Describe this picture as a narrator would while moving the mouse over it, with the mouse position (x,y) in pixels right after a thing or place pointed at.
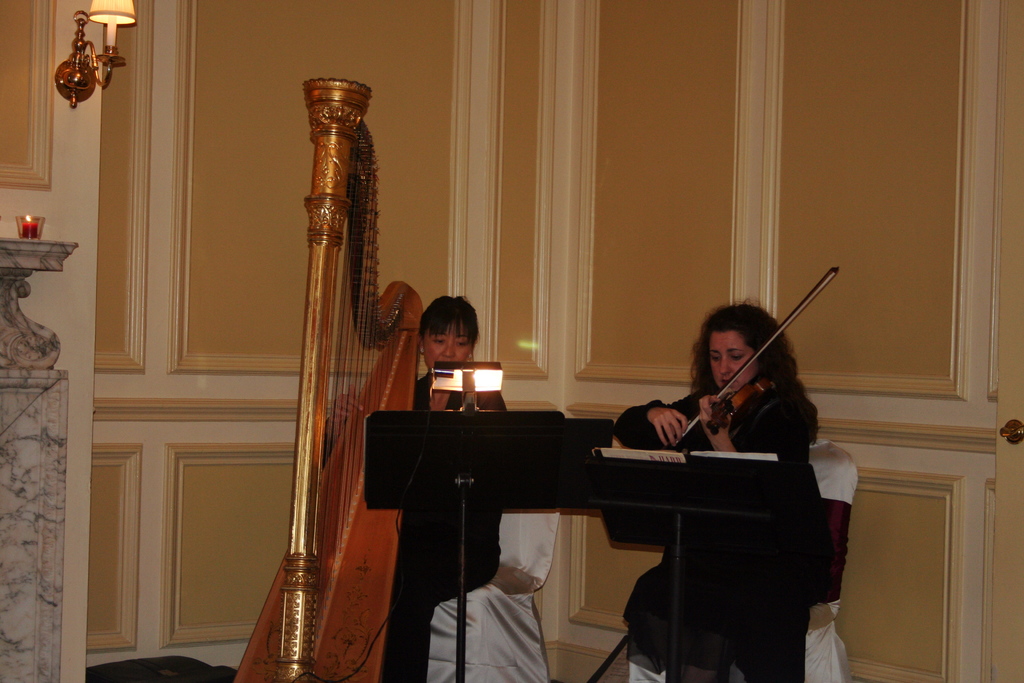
This is the picture in the room (928,557) where we can see two ladies (456,339) sitting on the chair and playing some musical instruments (738,396) to the left wall (67,32) there is a lamp (67,90) and a golden color thing (376,286) beside the lady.
